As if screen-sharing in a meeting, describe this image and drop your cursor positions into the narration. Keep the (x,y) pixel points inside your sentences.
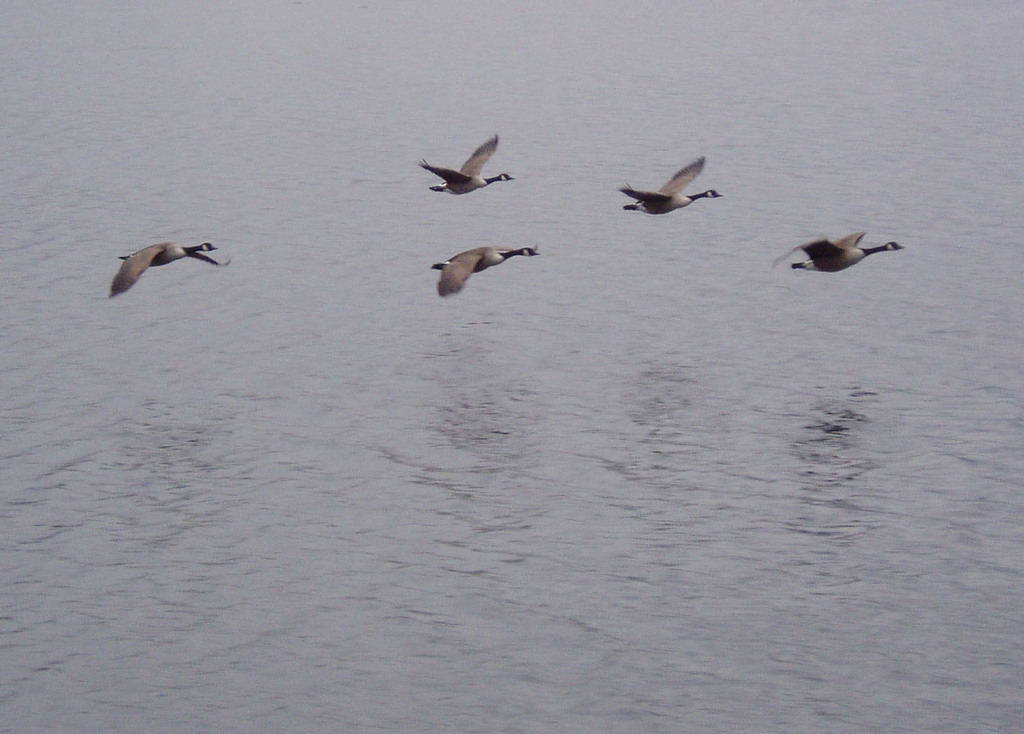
In this image, I can see five birds (814,246) flying in the air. I can see water (606,469).
